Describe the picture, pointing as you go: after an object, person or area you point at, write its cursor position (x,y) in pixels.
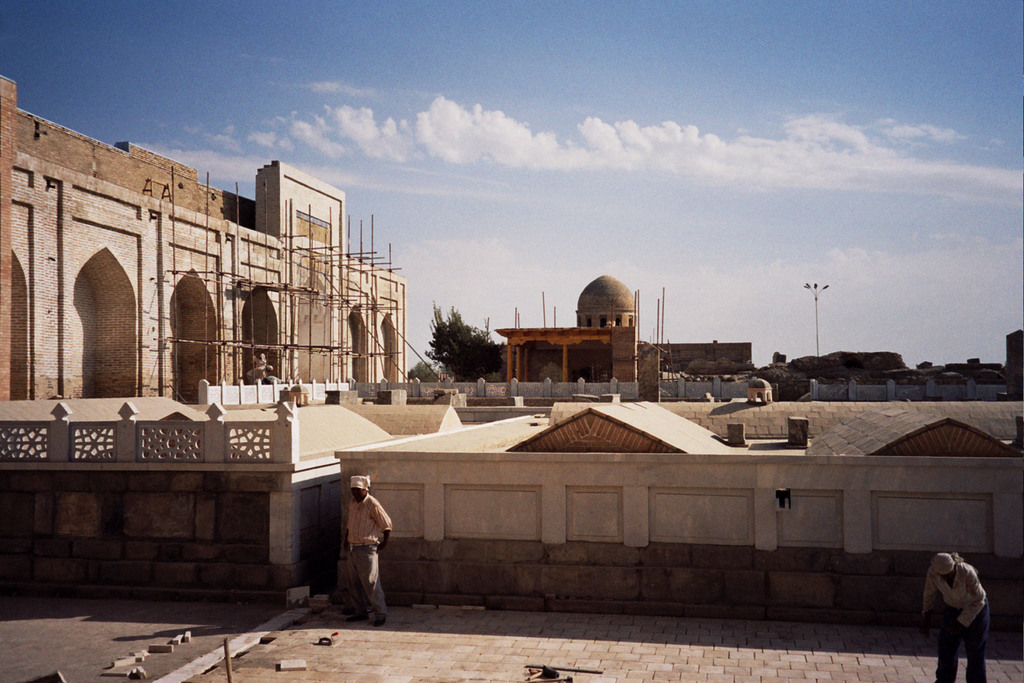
In this picture we can see buildings (538,359) in the background (570,341), there are two persons (930,589) standing in the front (973,616), at the bottom (287,665) there are some bricks (143,656), we can also see a pole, lights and a tree (467,376) in the background (474,354), on the left side (311,299) there are some wooden sticks (333,299), there is the sky (466,288) and clouds (678,155) at the top of the picture (596,113).
